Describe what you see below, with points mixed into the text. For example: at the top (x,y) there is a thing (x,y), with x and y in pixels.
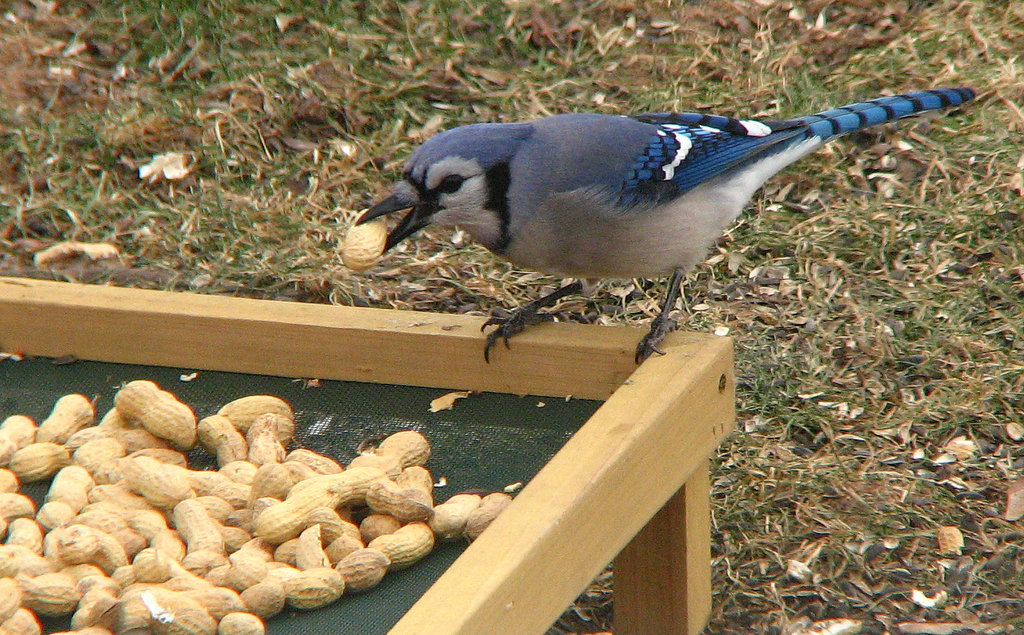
In this image there is a bird (467,181) standing on the wooden table (540,443). On top of the wooden table (23,483) there are peanuts (272,541). On the bottom of the image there is grass (244,86) on the surface (163,136).
